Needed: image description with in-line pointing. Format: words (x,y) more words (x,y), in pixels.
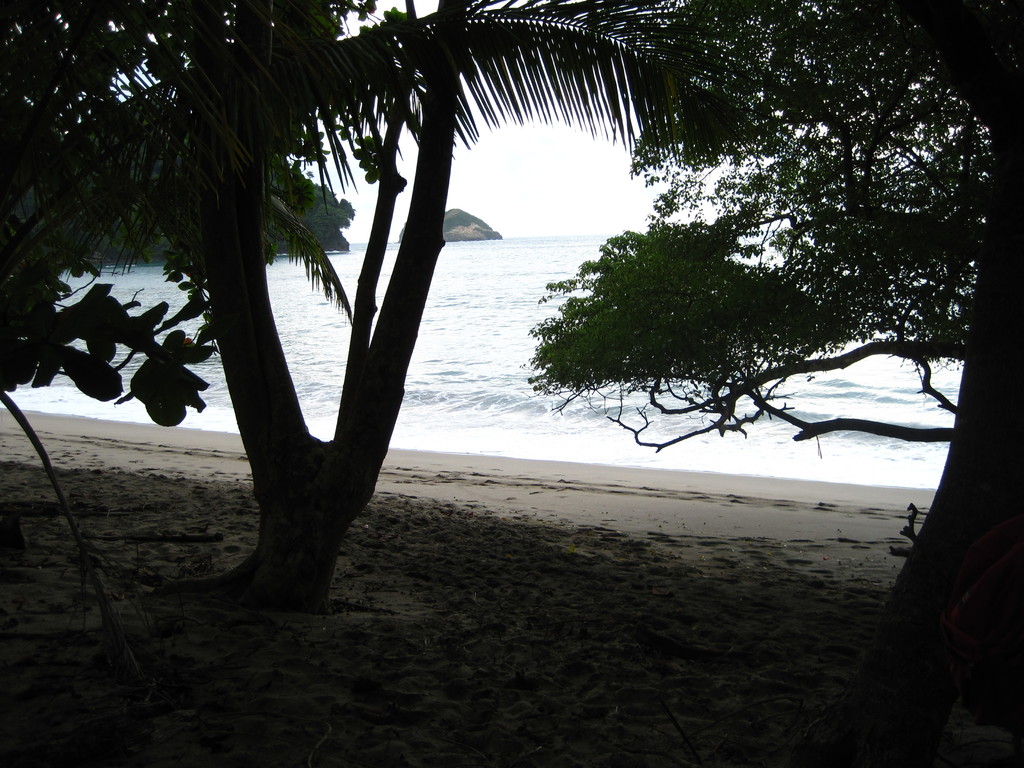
In this image I can see the sand (578,621), few trees (372,31). In the background (841,447) I can see the water (504,337), a mountain (456,215) and the sky (513,148).
